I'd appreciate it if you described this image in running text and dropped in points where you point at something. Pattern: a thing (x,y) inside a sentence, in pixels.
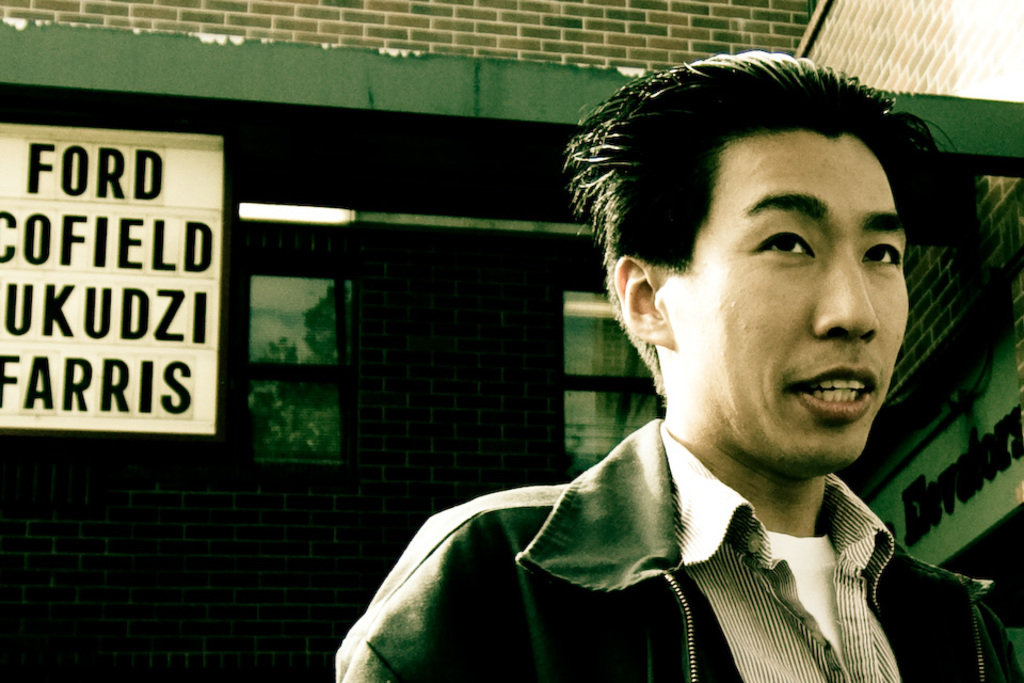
This image is taken outdoors. On the right side of the image (754,471) there is a man (712,415). In the background (534,187) there is a building (433,431) with a few walls (489,388), windows (298,460) and a door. On the left side of the image (172,261) there is a board (9,418) with a text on it.
